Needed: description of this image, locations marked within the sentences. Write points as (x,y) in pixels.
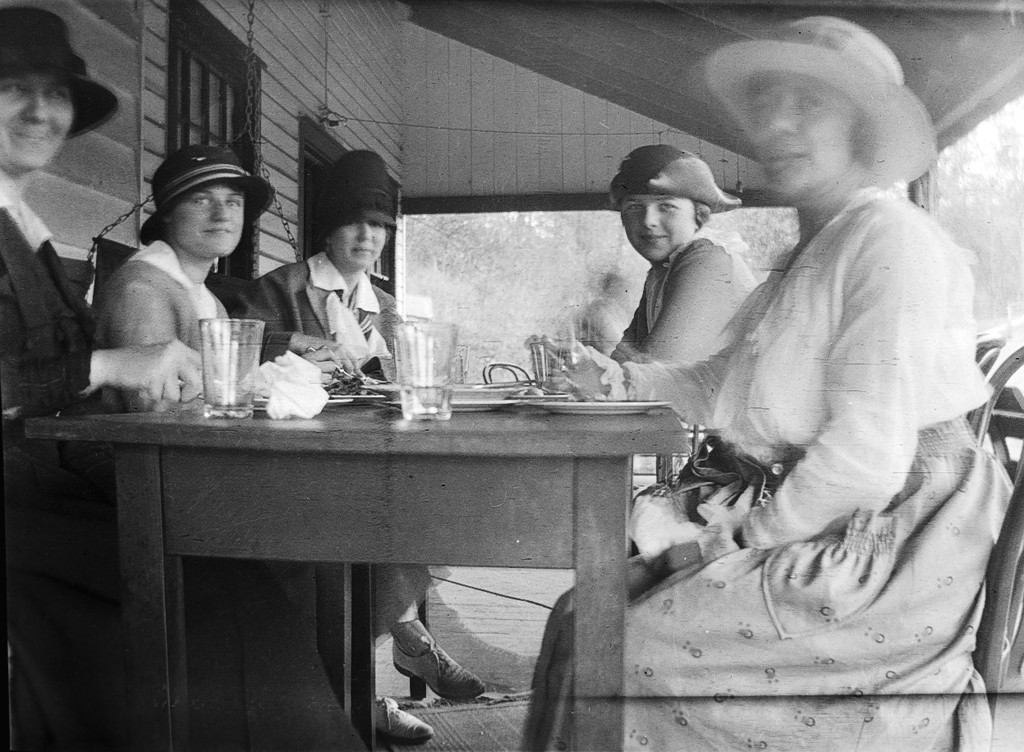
In this image i can see a inside view of a building (291,188) and there are the person (280,307) sit around the table (627,490), on the table (401,480) there are glasses (438,356) and back ground of the image (477,272) i can see a trees (510,304).
